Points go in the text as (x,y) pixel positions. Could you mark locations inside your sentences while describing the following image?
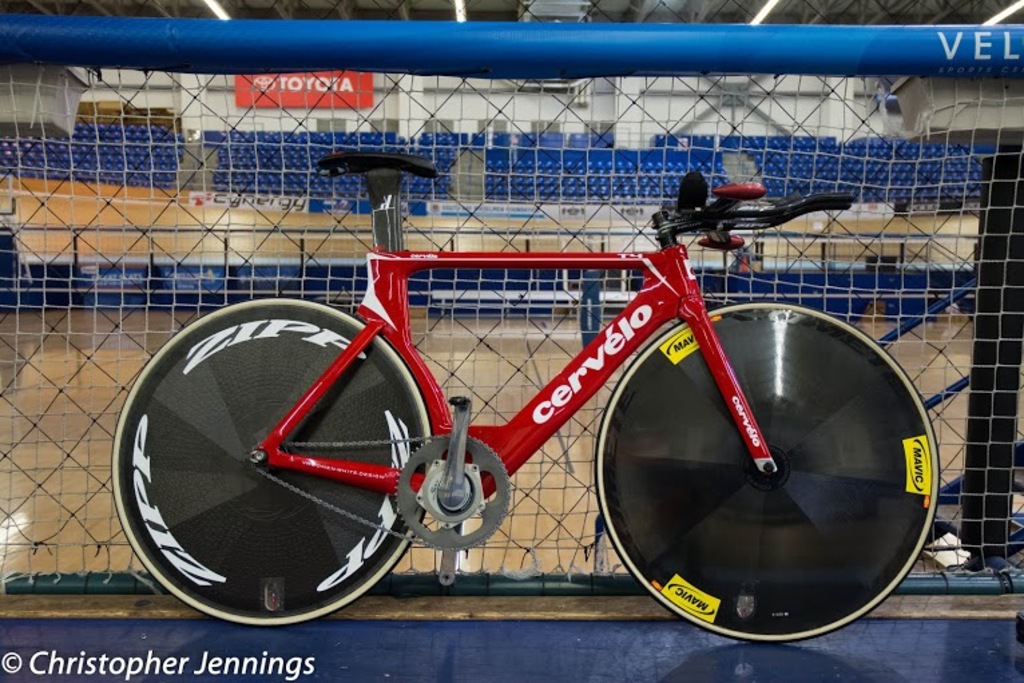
In front of the image there is a bicycle (692,224) on the floor (739,666). Behind the bicycle (382,182) there is a pole (951,55) with mesh (570,293). Behind the mesh (856,296) there is a floor (492,422). And in the background (91,131) there are banners (874,206) and seats (103,156). At the top of the image (484,3) there is a ceiling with lights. In the bottom left corner of the image (316,661) there is a name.
